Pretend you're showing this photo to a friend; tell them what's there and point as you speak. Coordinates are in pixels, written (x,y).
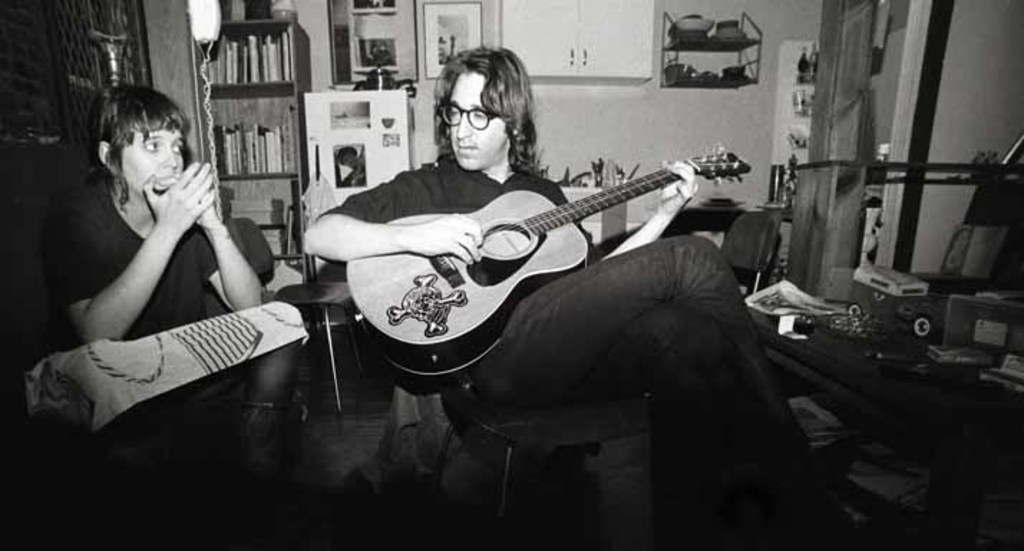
In this image i can see a man (677,291) sitting on a chair (511,408) and holding a guitar (527,191) in his hand (476,258), to the left corner (232,294) i can see a person (236,285) sitting. In the background (583,109) i can see bookshelf (283,103), a wall (574,142), a photo frame (454,33) and a lamp (215,32).
